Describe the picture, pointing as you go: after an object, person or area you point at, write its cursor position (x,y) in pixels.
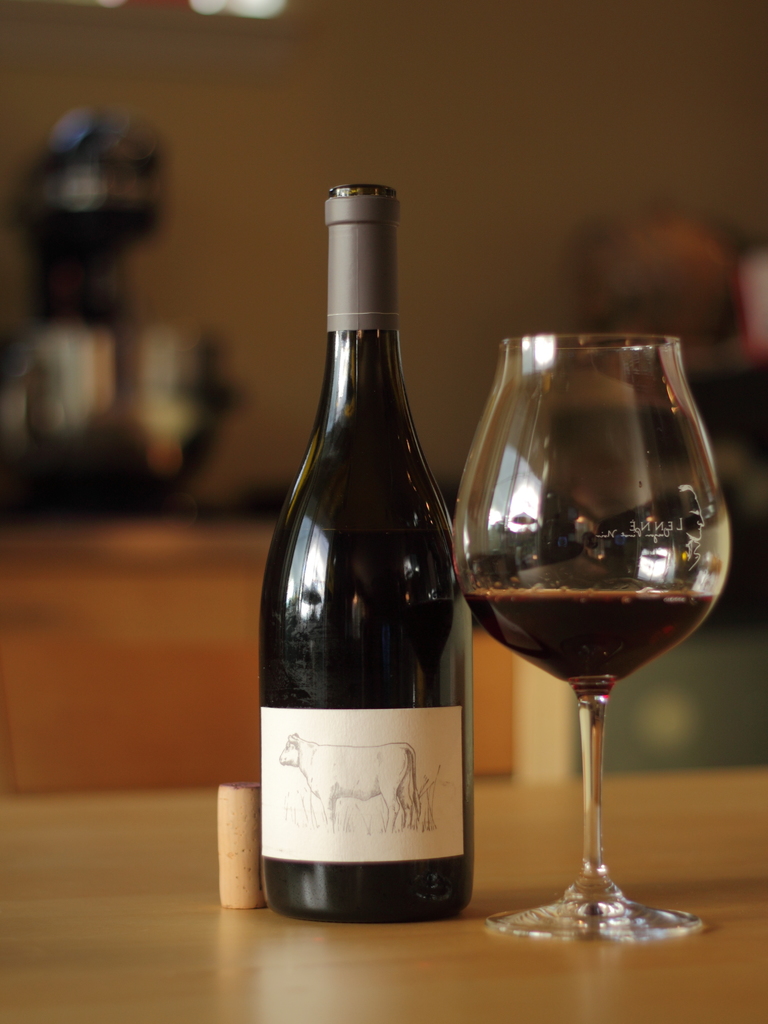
This is a wine bottle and a glass (563,917) are kept on this wooden table (264,952).
